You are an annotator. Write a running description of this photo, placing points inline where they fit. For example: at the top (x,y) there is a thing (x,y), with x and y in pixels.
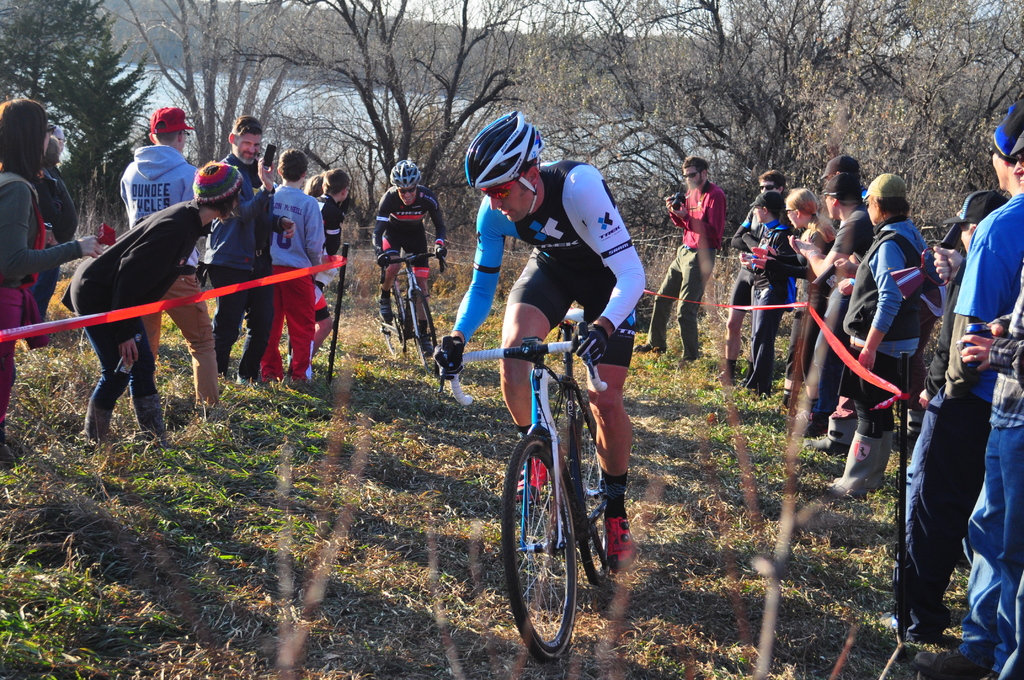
In the center of the image (423,276) we can see persons (489,290) riding bicycles (534,346). On the right (706,187) and left side of the image (252,237) we can see persons (31,249). In the background (79,90) we can see trees (67,97), water (278,123) and sky (475,15).
